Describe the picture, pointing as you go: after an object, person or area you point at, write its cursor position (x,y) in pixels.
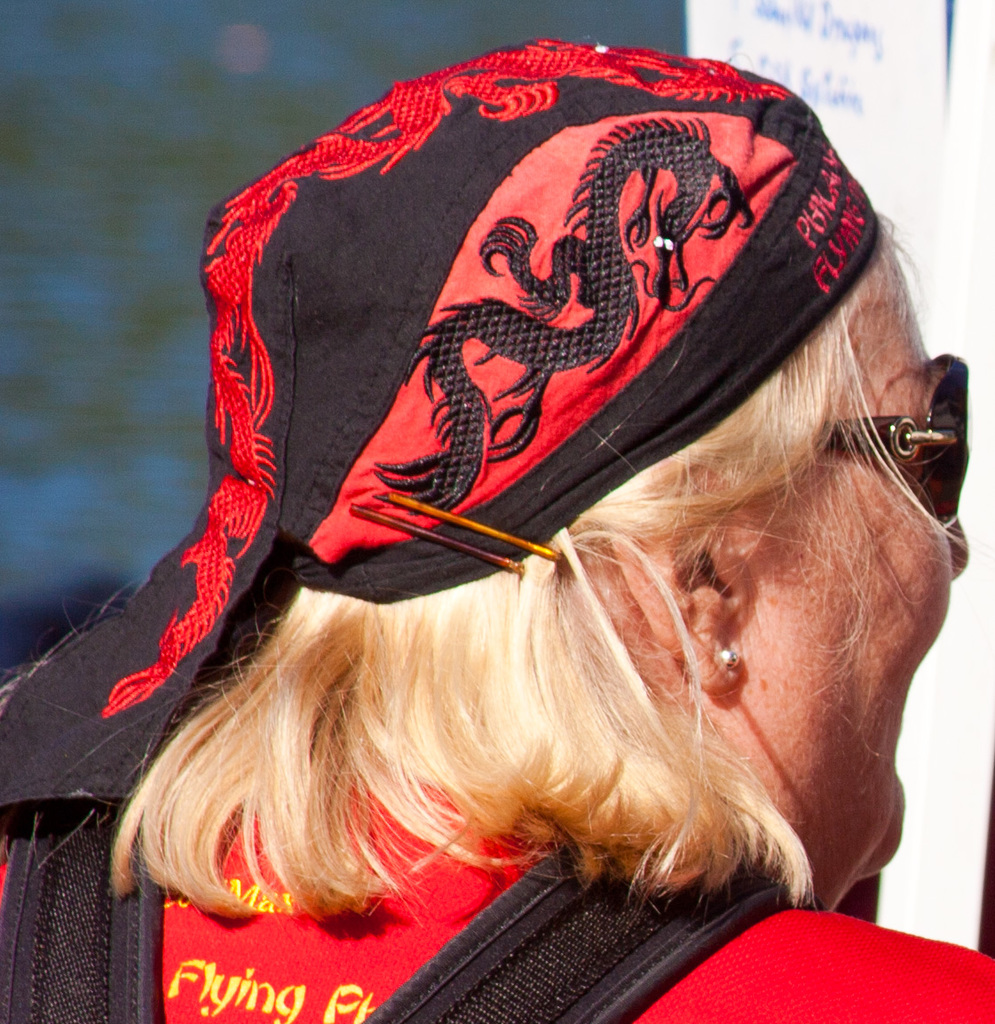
In this image we can see a person (607,752) with cloth (552,270) on the head (713,525), goggles (952,470) to the eyes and bag (135,939) on the shoulders (135,939). In the background (133,291) the image is blur but we can see objects (974,836).
